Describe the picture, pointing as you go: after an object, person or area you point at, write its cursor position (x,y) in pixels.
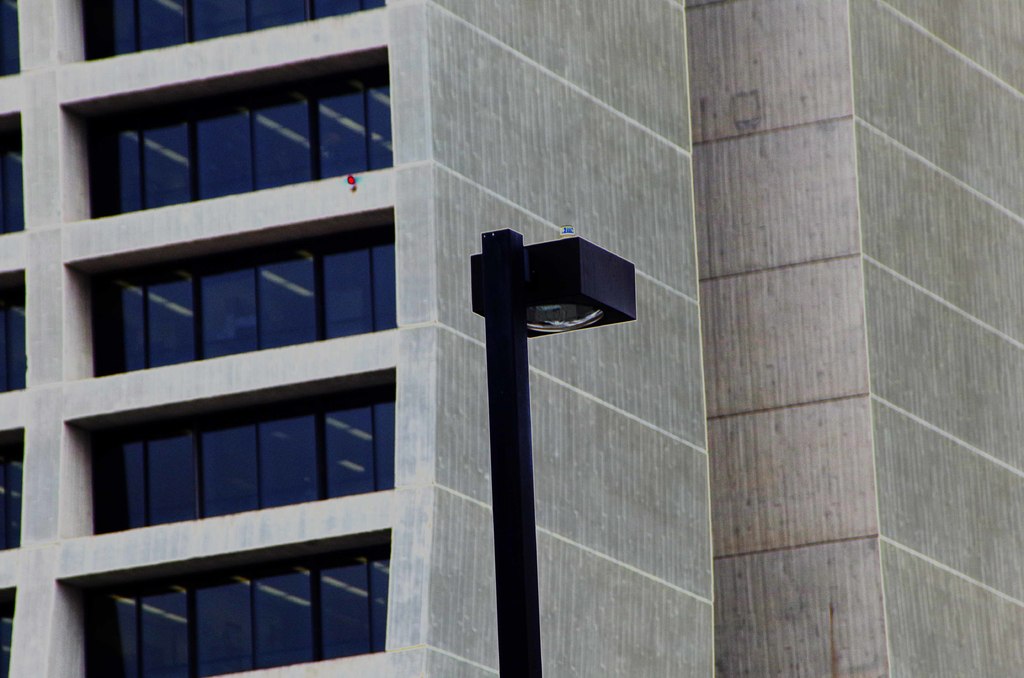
This image consists of a building (839,463) along with the windows (219,661). And we can see a pole (527,656) along with a lamp (545,307).
